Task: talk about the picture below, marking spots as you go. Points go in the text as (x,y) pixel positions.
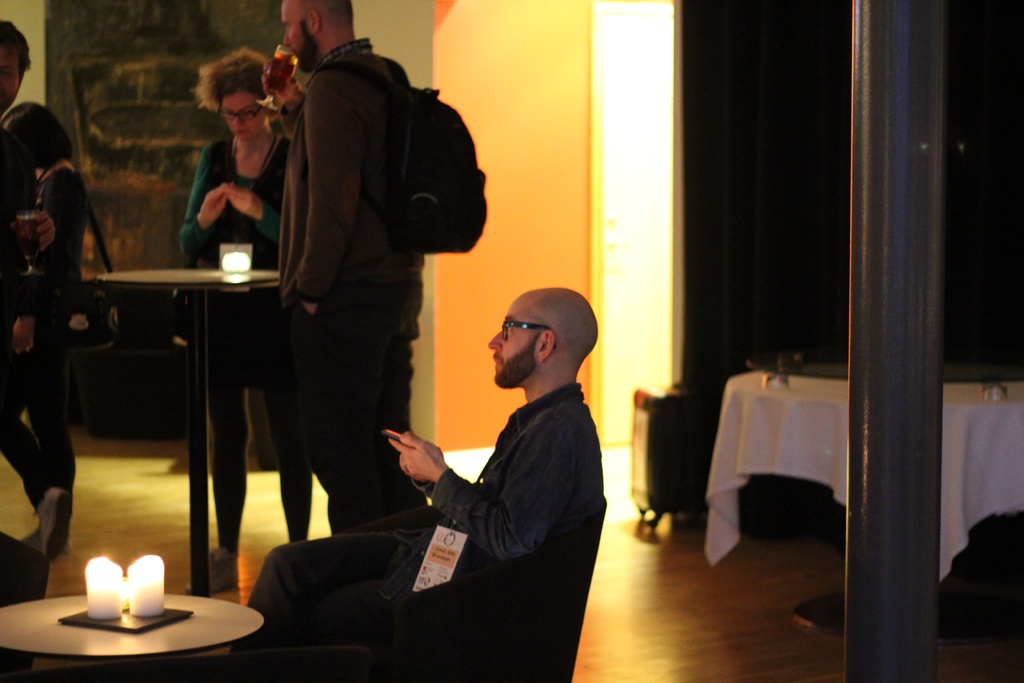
Person (496,543) sitting on the chair (523,600) on table (222,625) we have candle (128,591) and a woman (270,169) standing and a person (53,252) holding a glass (34,240).
